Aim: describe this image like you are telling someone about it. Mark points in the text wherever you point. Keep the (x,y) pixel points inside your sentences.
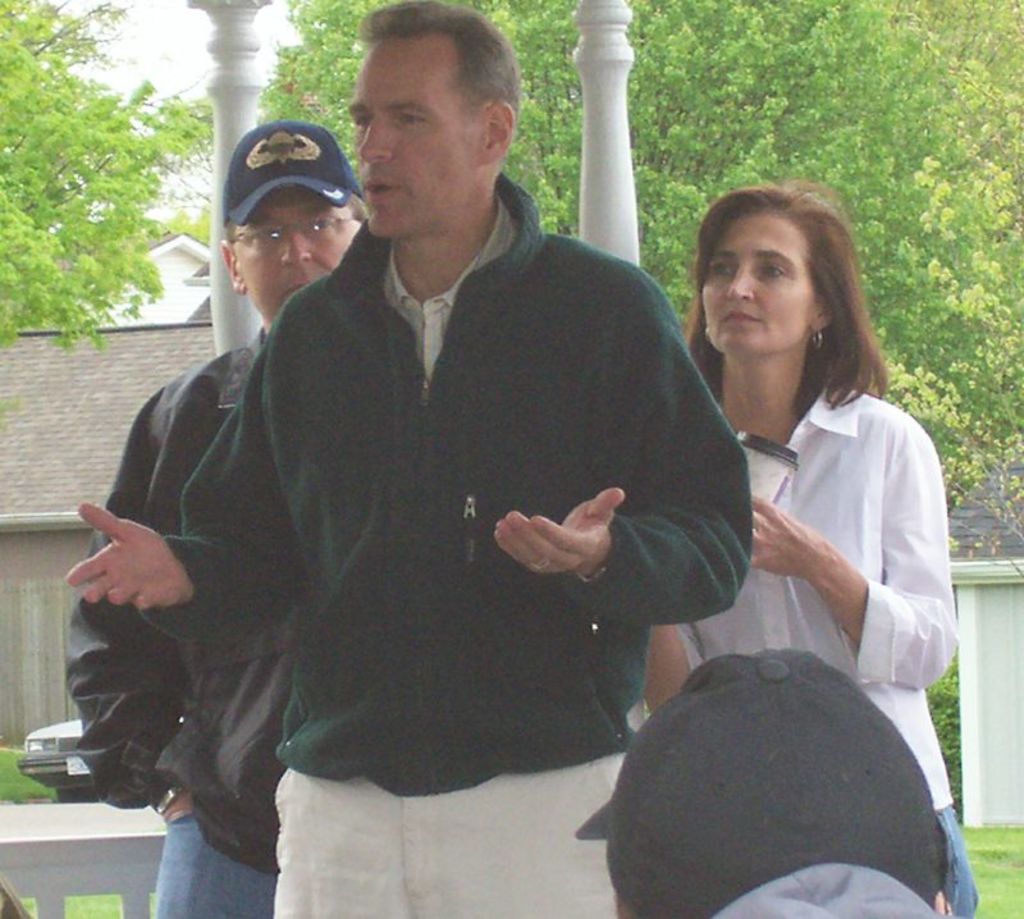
In this image I can see two men (575,529) and a woman (845,436) are standing among them this man (286,273) is wearing a cap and this woman (757,426) is holding an object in the hand (776,562). In the background (698,96) I can see trees (735,133), pillars (619,113) and houses (137,381). Here I can see a vehicle (66,761) and the grass (983,907).
